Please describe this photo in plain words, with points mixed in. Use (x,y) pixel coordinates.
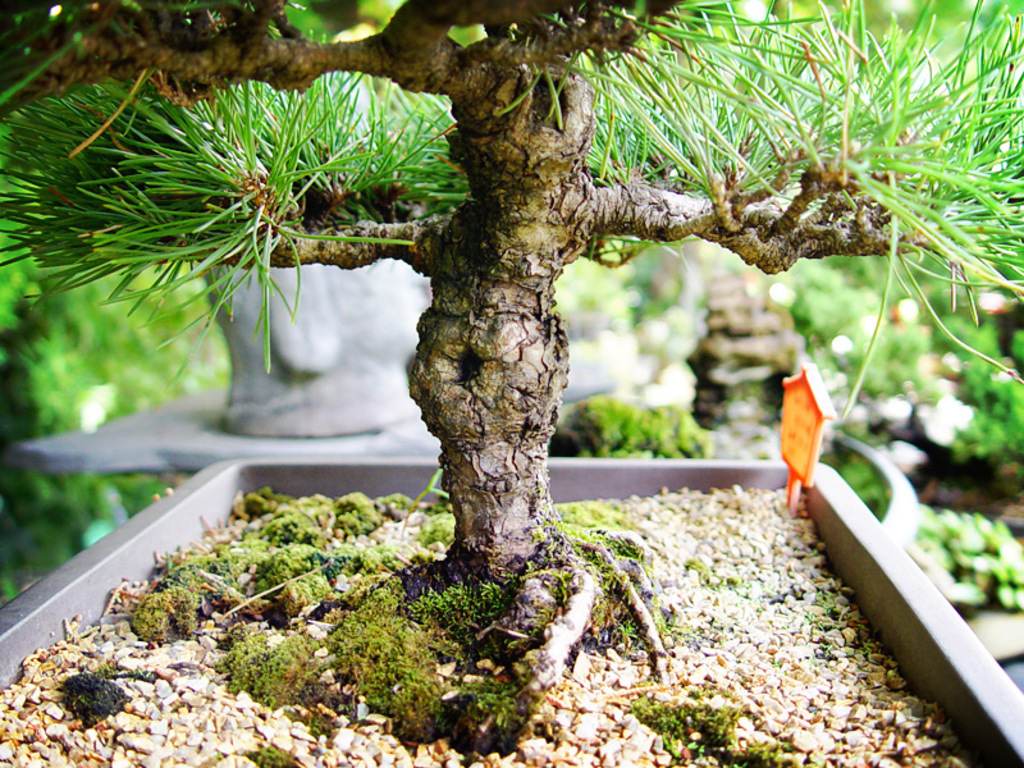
As we can see in the image there are plants (826,249), grass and the background (48,330) is blurred.
